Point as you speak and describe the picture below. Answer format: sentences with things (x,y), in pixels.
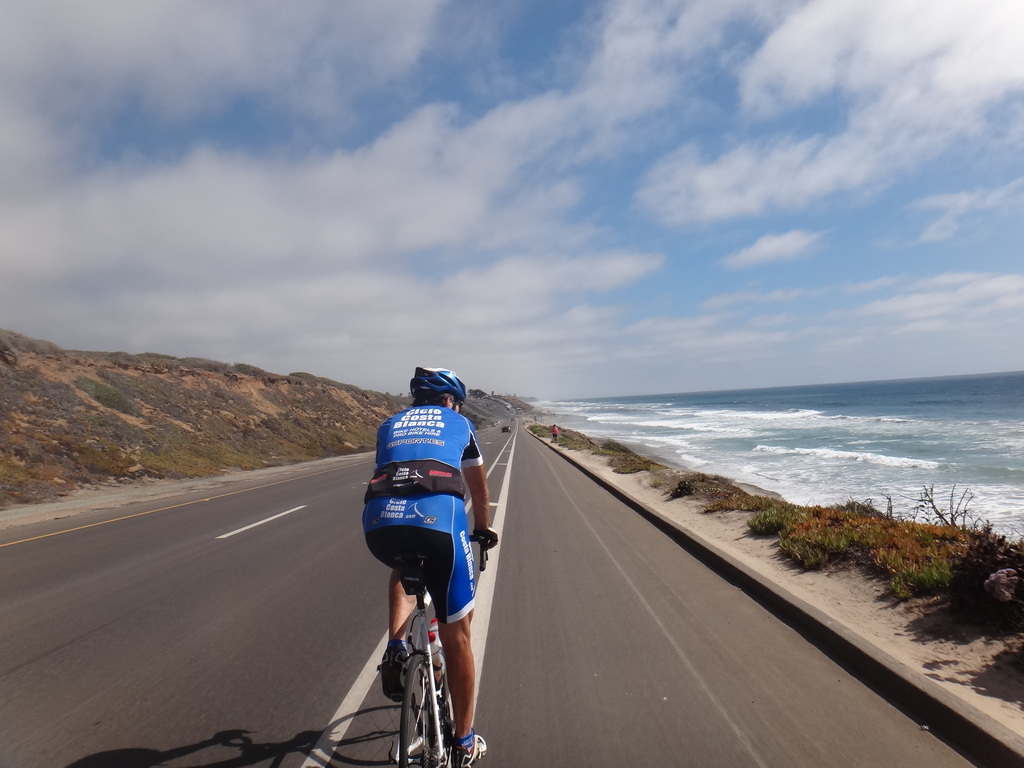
In this image I can see the person (456,614) is riding the bicycle (409,575) and wearing blue color dress (396,552). I can see the rock (175,390), water (1021,446), grass (905,546) and the sky (713,220) is in blue and white color.
